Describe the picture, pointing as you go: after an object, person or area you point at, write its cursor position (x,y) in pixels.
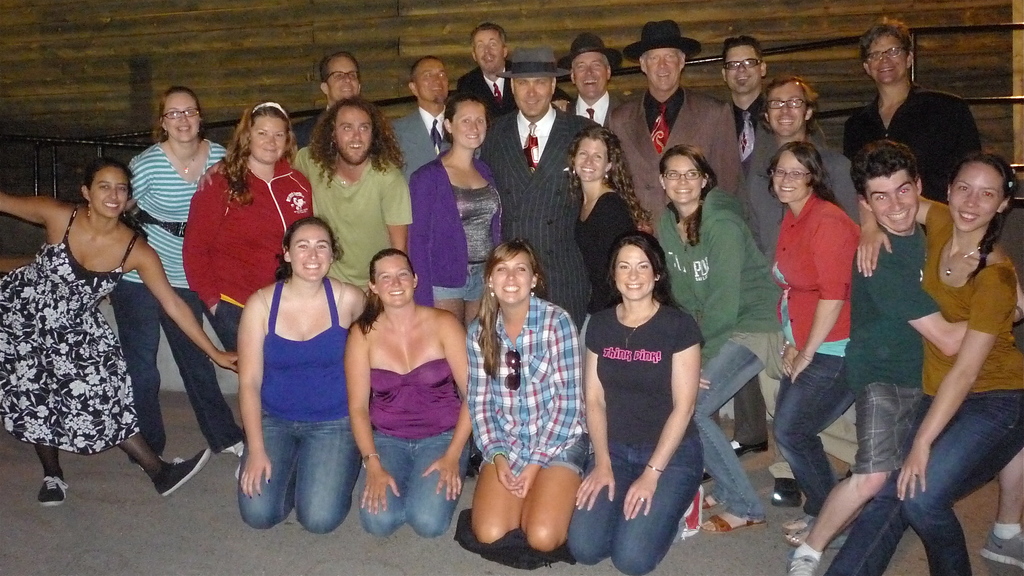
In the image we can see the people (569,184) are standing and they are smiling. Few people (354,333) are sitting down on the road (19,456) and three men (581,91) are wearing caps (666,45).
